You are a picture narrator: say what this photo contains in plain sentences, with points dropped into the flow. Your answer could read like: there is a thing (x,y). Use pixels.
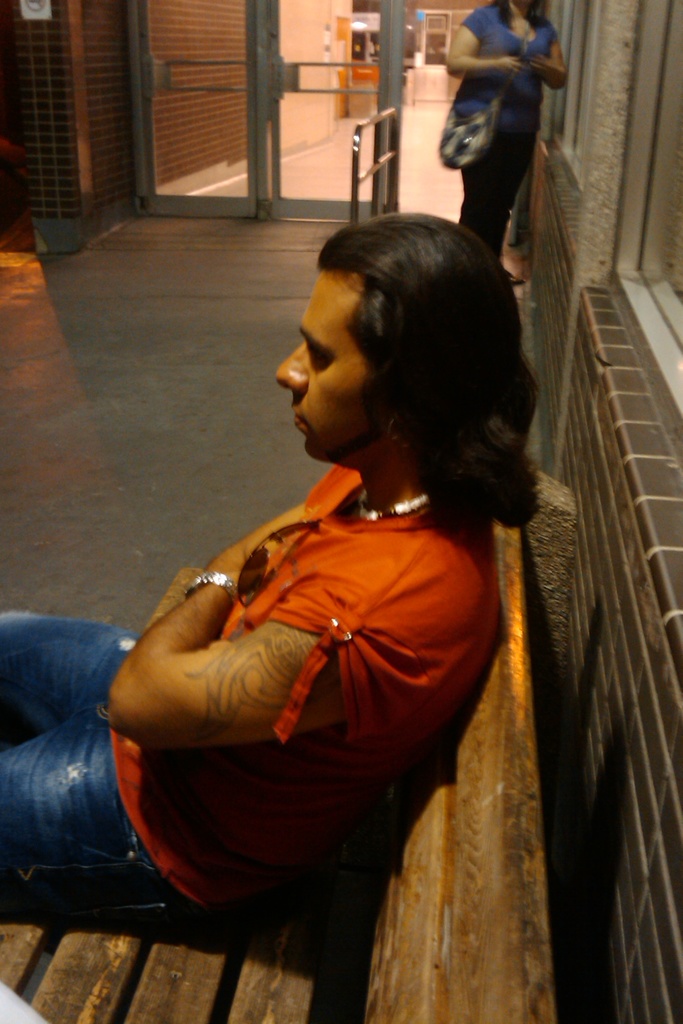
In this picture there is a person (476,453) sitting on a bench (472,748), behind him we can see wall (618,360). In the background of the image (507,111) there is a woman (474,28) standing on the floor (440,169) and we can see glass door (301,39), through glass door (258,99) we can see wall (315,97) and objects (364,47).
